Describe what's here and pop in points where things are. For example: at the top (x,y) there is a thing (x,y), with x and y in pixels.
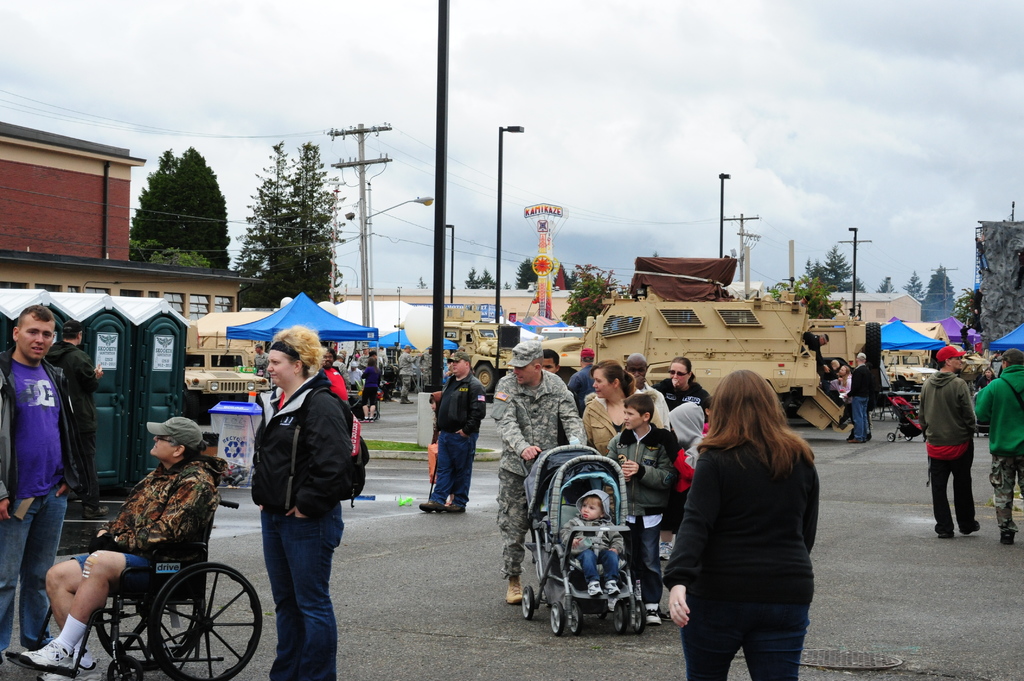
In this picture there is a group men and women (636,462) with baby prams (571,517) are walking on the street (347,634). Behind there is a brown color military tank (616,350) and jeeps (250,380) are parked. In the background (321,283) we can see some electric poles (360,250) and trees (213,257).
